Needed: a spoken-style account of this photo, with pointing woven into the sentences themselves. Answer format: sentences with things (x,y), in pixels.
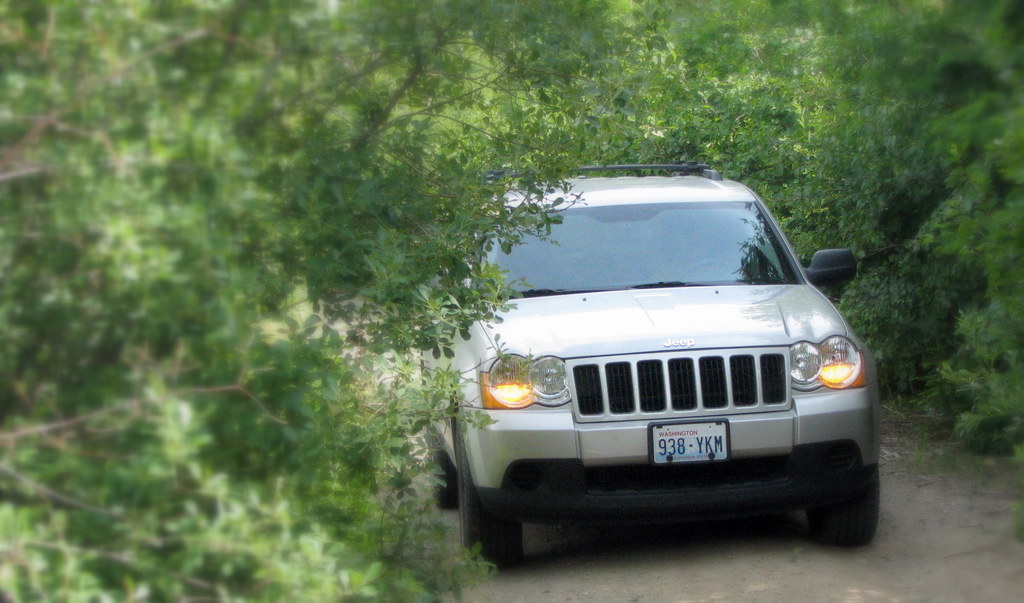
In this image there is a car (688,497) on a road (732,578), on either side of the car (494,467) there are trees (164,283).
